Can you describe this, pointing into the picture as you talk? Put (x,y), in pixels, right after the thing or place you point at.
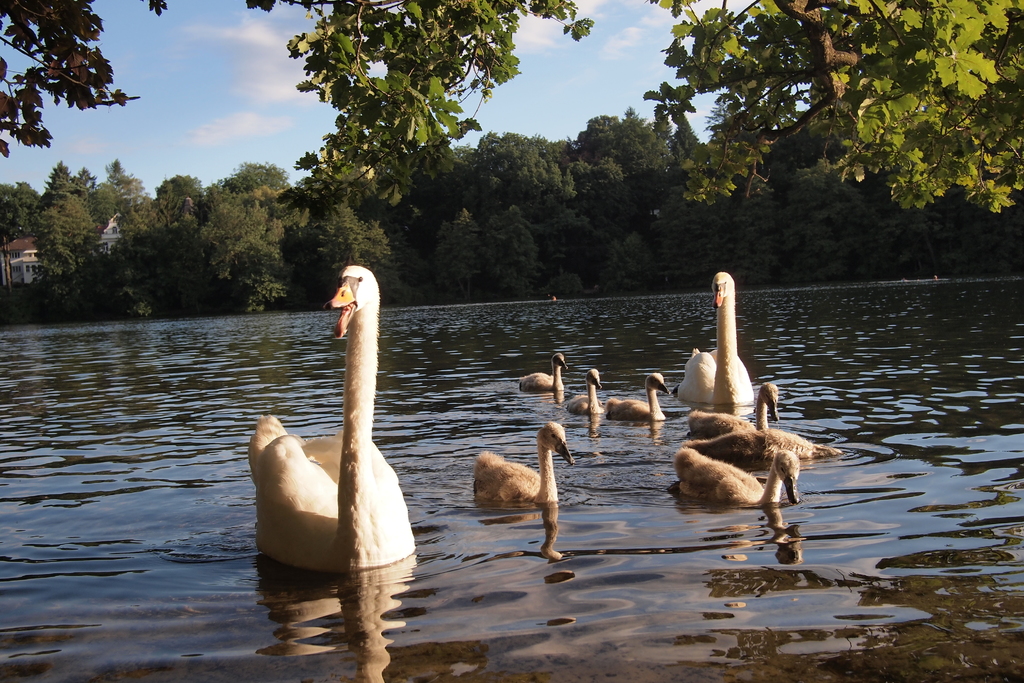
This image consists of swans (503,475) in the water (471,459). In the background (492,167), there are trees (156,251). At the top (307,76), there are clouds (239,67) in the sky (234,98).
